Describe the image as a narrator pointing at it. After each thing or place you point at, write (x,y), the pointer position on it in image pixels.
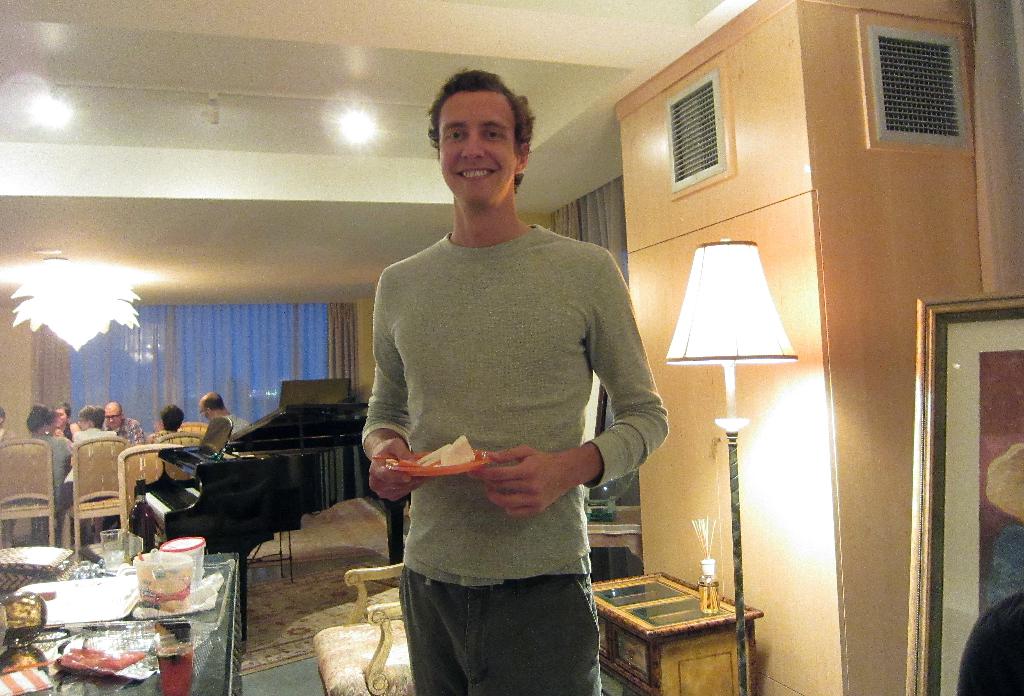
The picture is taken in a closed room (476,271). One person (453,302) is standing and holding a plate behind him there is a chair (396,659) and a wall (748,508) and a lamp (738,633) and a table (716,641) and some bottle (709,600) on it. Behind the chair (319,668) in front of it there is a table (211,658) and some glass jars (147,608) and plates (122,593) present on the table (201,682) and at the left corner many people (58,447) are sitting on the chairs (83,497), behind them there is big window (196,373) with curtains (142,411) and there are lights (48,303).
